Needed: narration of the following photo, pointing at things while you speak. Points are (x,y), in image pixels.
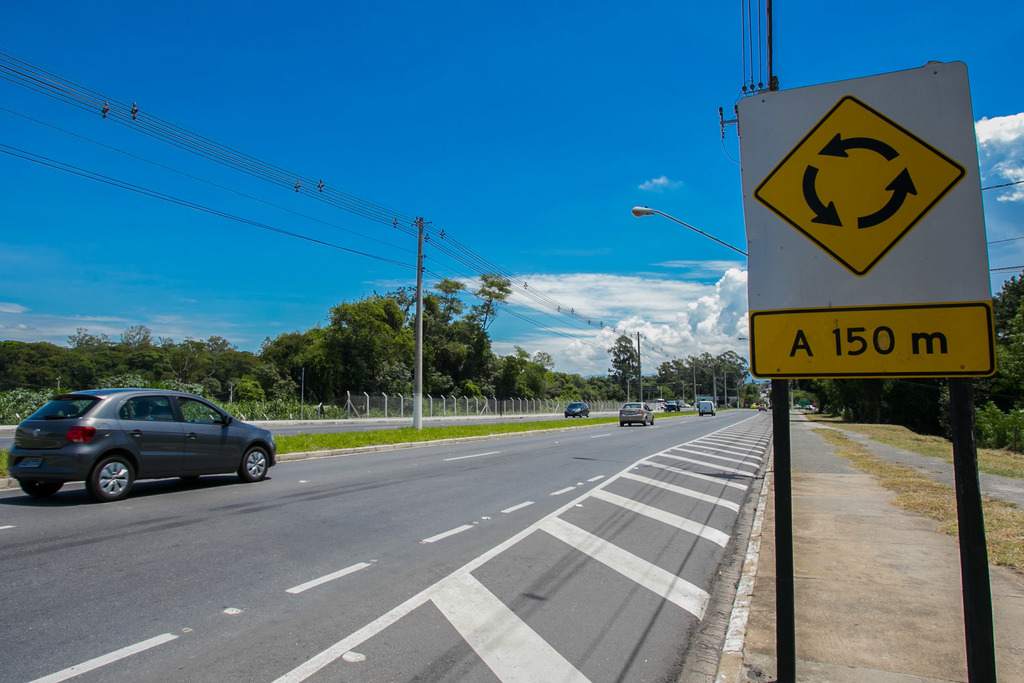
In this picture we can see the view of the road (338,472). In front we can see some cars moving on the road (327,614). Behind we can see electric poles (419,260) and cables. In the background (432,369) there are some trees (404,374). On the right corner (885,285) there is a yellow and white caution board (867,212). On the top (432,170) we can see the sky (435,214) and clouds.
